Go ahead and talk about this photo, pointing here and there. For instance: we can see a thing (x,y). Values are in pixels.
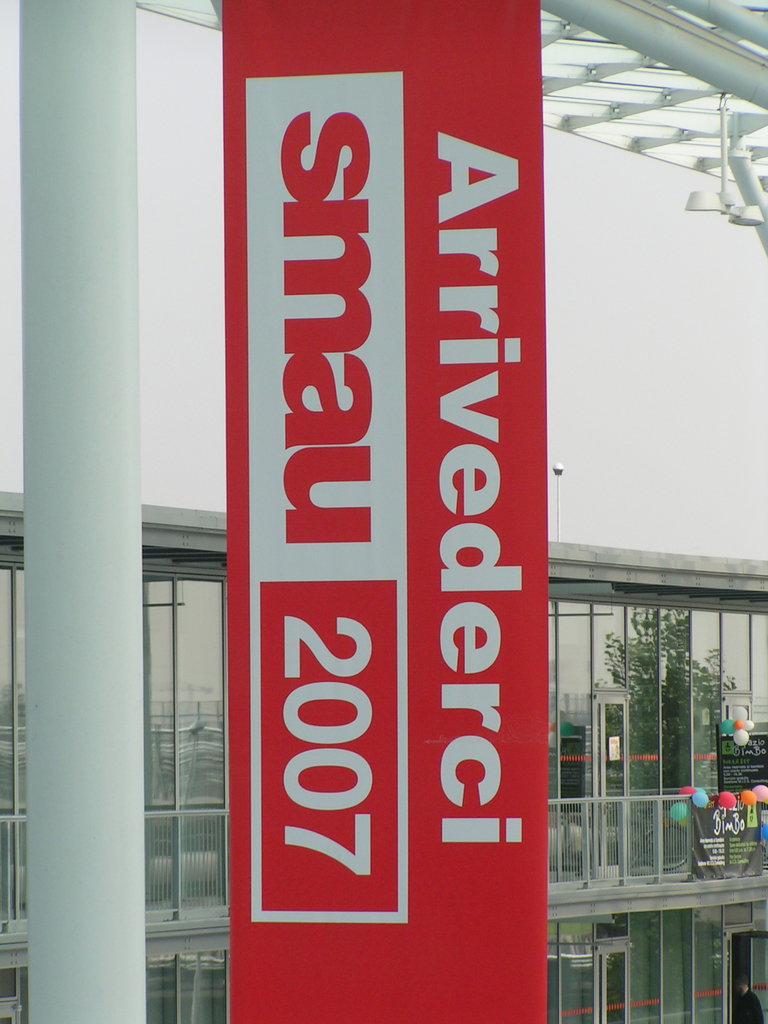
In this image I can see in the middle (277,553) it is a board (348,856) in red color. Behind this there are glass walls (596,810), on the right side (695,804) there are balloons (727,804).
